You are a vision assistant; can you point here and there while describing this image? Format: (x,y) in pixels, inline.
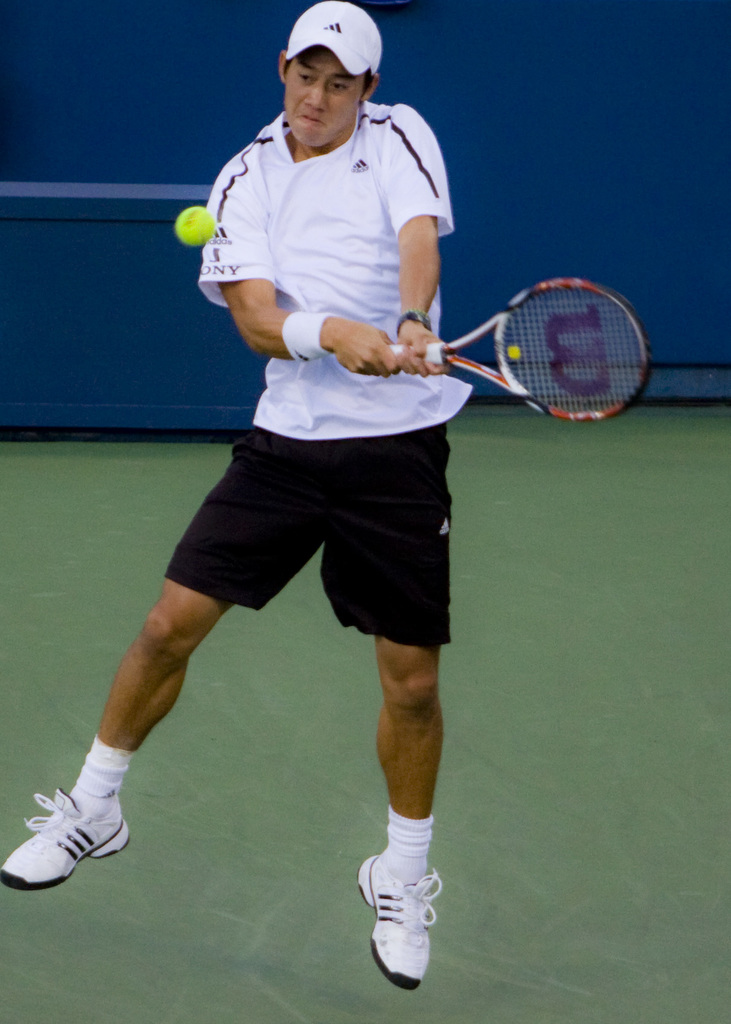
In this image we can see a person (398,257) in the air and holding a racket (610,370). There is a ball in the front of the person (317,260). Behind the person (317,237) there is a wall (157,197).
